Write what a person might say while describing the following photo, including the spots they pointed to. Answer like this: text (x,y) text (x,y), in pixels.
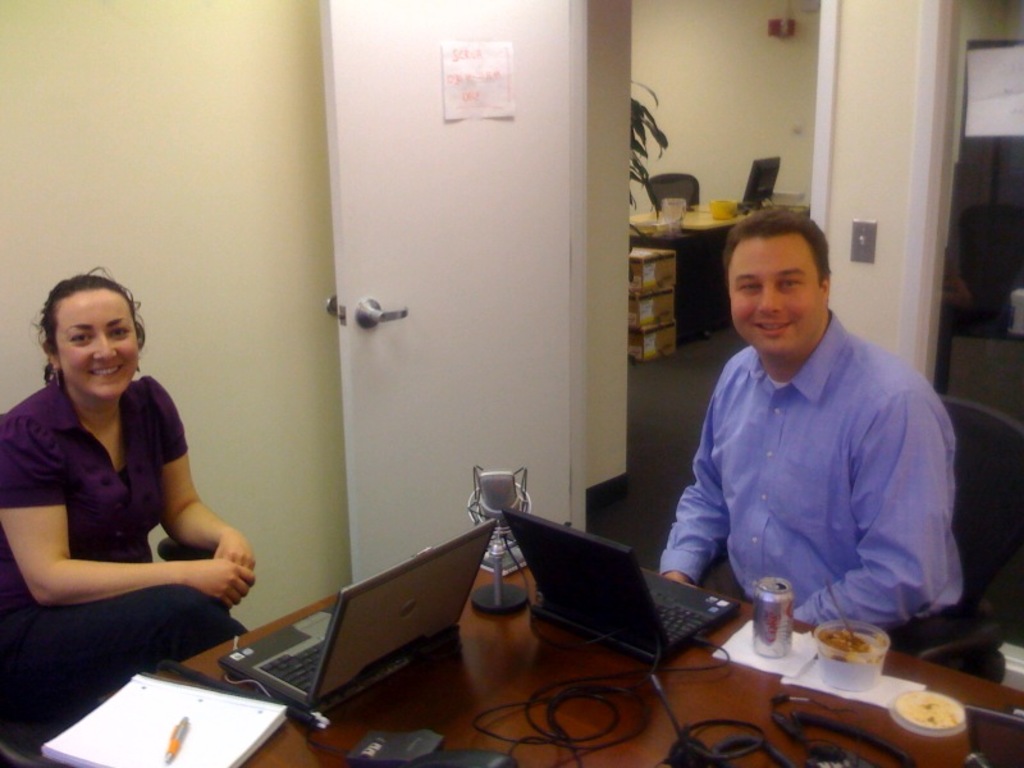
These two persons (48,326) are sitting in the chairs (1018,493) and smiling. We can see laptops (626,565), cables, bowl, tin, book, pen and objects (787,705) on the table (494,671). On the background (493,146) we can see door (374,115), wall (723,190), objects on the tables (703,253), boxes (641,283). This is floor (699,377).
